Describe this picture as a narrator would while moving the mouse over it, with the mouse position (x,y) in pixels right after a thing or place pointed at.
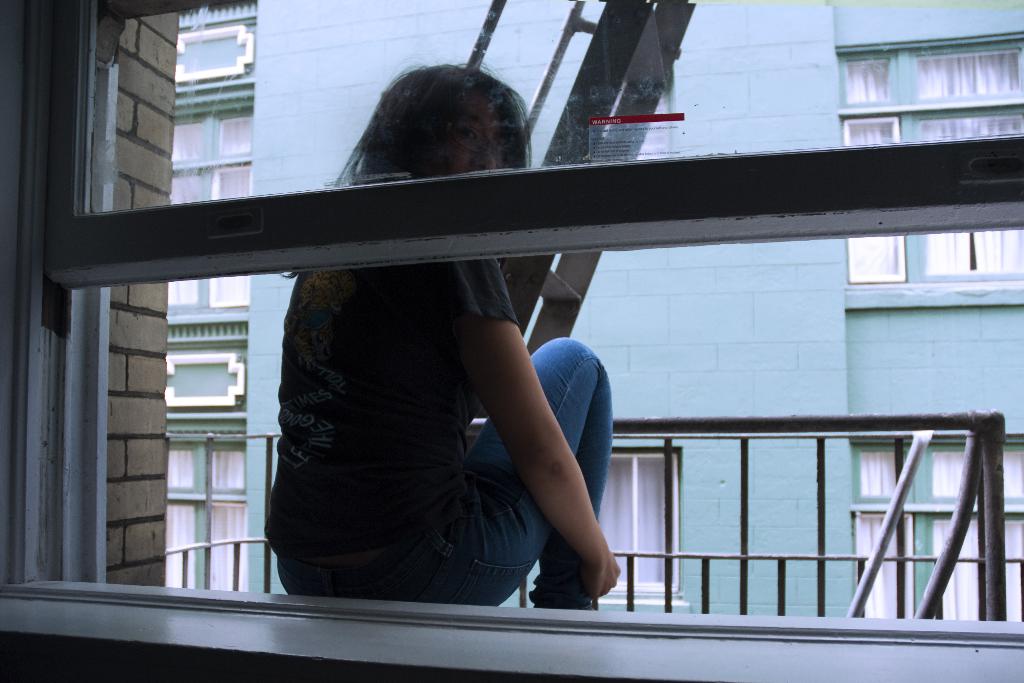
In this image a person (446,268) is sitting behind the window (286,607). Before him there is a staircase (574,278). Background (733,9) there are buildings (976,377).
